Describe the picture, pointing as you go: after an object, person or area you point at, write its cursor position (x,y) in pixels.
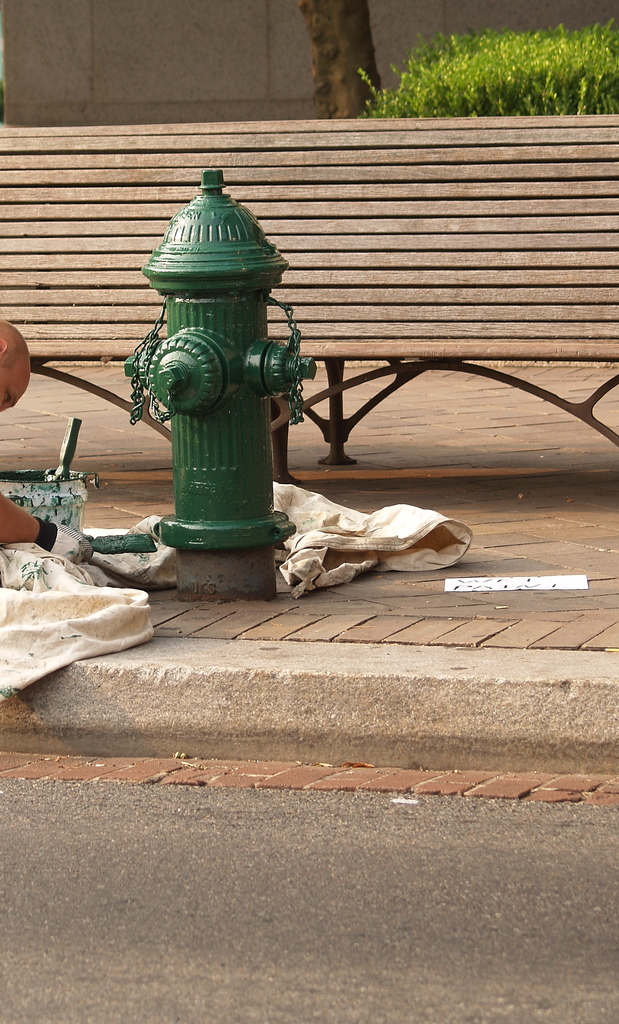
In this image we can see a person (27,365), cloth (328,527) and also an object (289,525) on the path (173,611). We can also see the plant (476,85), bench (390,228), wall (140,24), road (271,809) and also the bark (367,68) of a tree (318,39).
